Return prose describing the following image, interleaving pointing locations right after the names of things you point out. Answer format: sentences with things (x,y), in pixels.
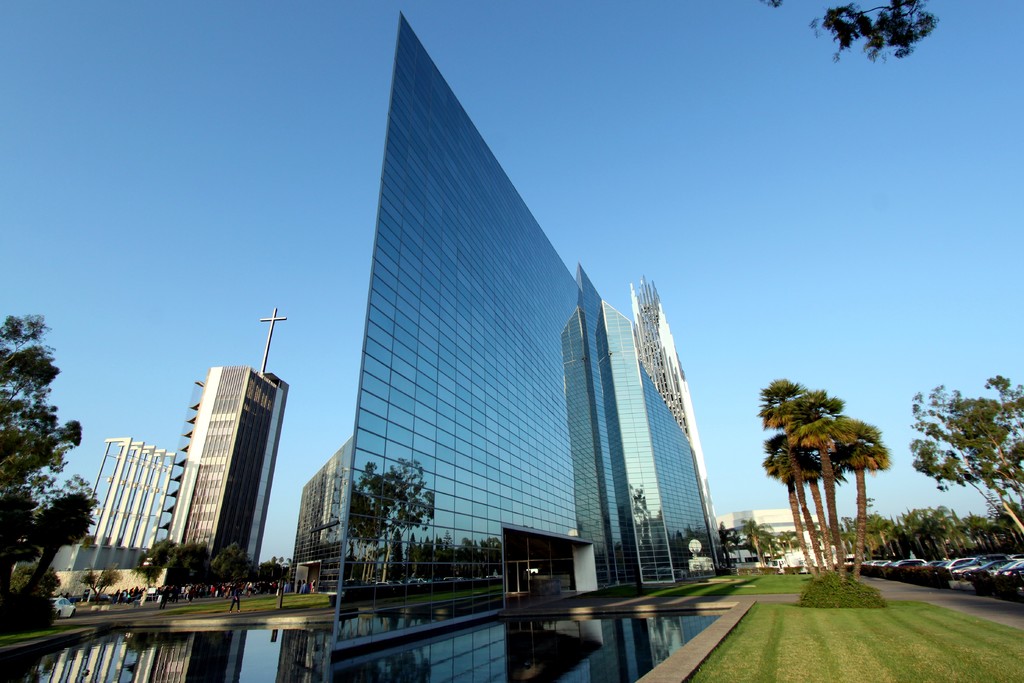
In this image in the center (384,438) there are some buildings (502,397) and skyscrapers (548,481), at the bottom (356,656) there is one small pond (521,634), grass (759,619) and on the right side (983,571) there are some trees (955,525) and some vehicles (977,559). On the left side (130,600) there are some people (221,589) who are walking and there are some trees (50,508) and buildings (136,501), on the top of the image (307,93) there is sky (318,56).
